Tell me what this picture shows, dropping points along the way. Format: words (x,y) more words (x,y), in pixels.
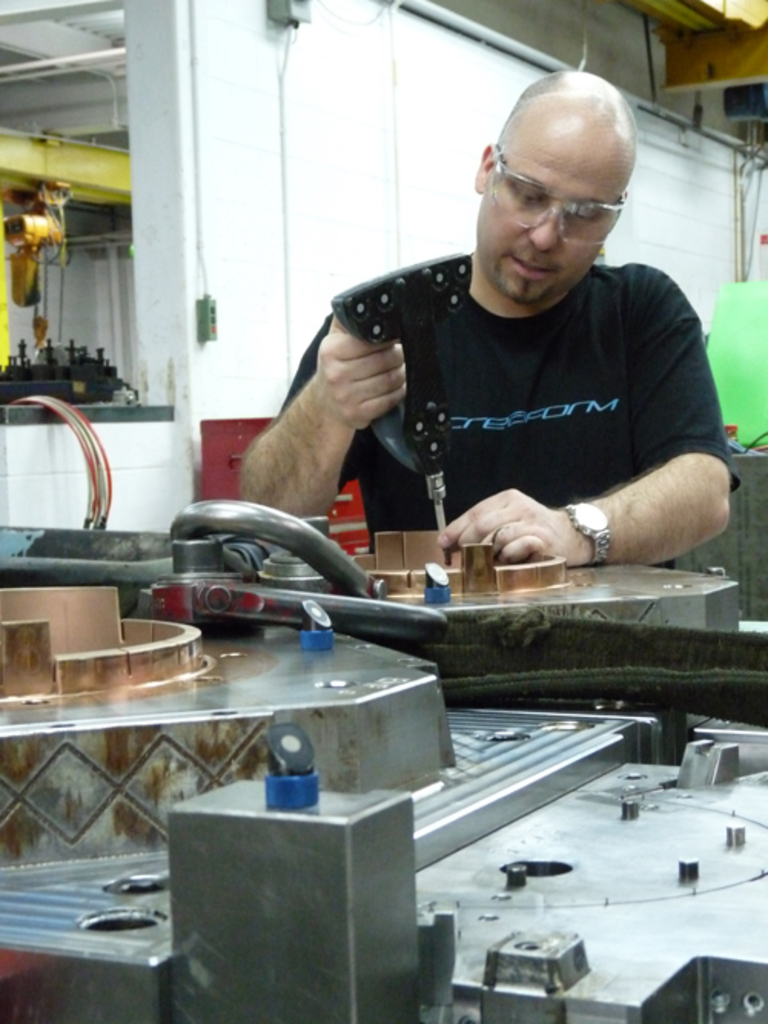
In this image there are some machines (236,507), a person (540,517) holding a hand drilling machine (404,420) and repairing something, wall (336,225), cables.
